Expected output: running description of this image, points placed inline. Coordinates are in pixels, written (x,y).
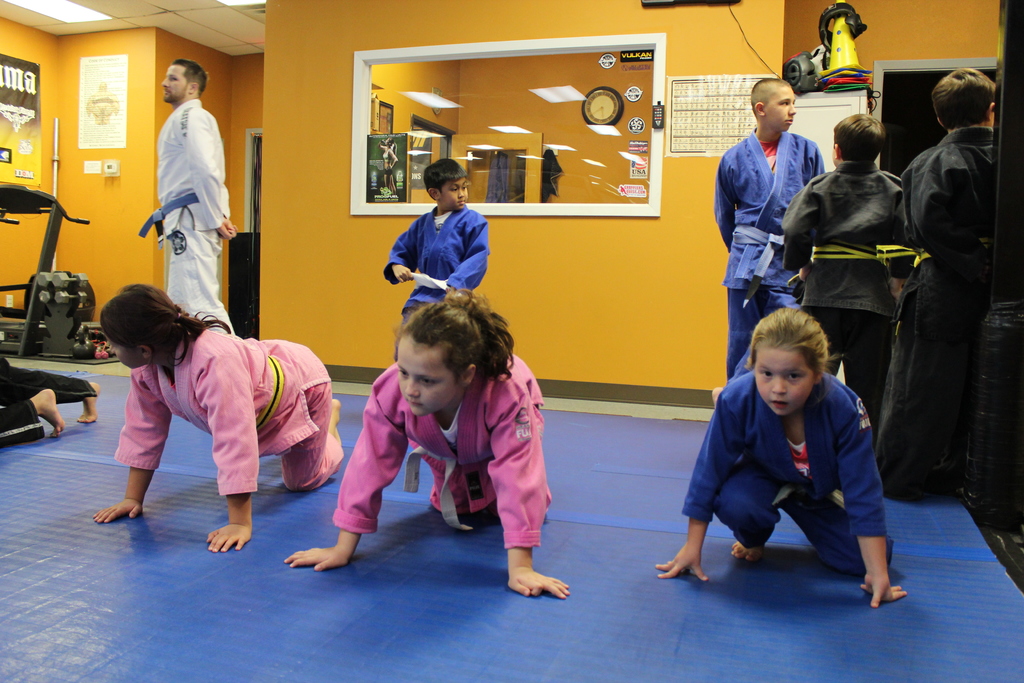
In this picture we can see three small girls (373,442) doing push ups in the gym (612,603). Behind there is a mirror (381,148) on the yellow wall (654,238). Behind there is a man (184,188) wearing white dress (185,217) and standing. On the left corner (77,287) we can see treadmill (45,258) and some dumbbells (61,300).
